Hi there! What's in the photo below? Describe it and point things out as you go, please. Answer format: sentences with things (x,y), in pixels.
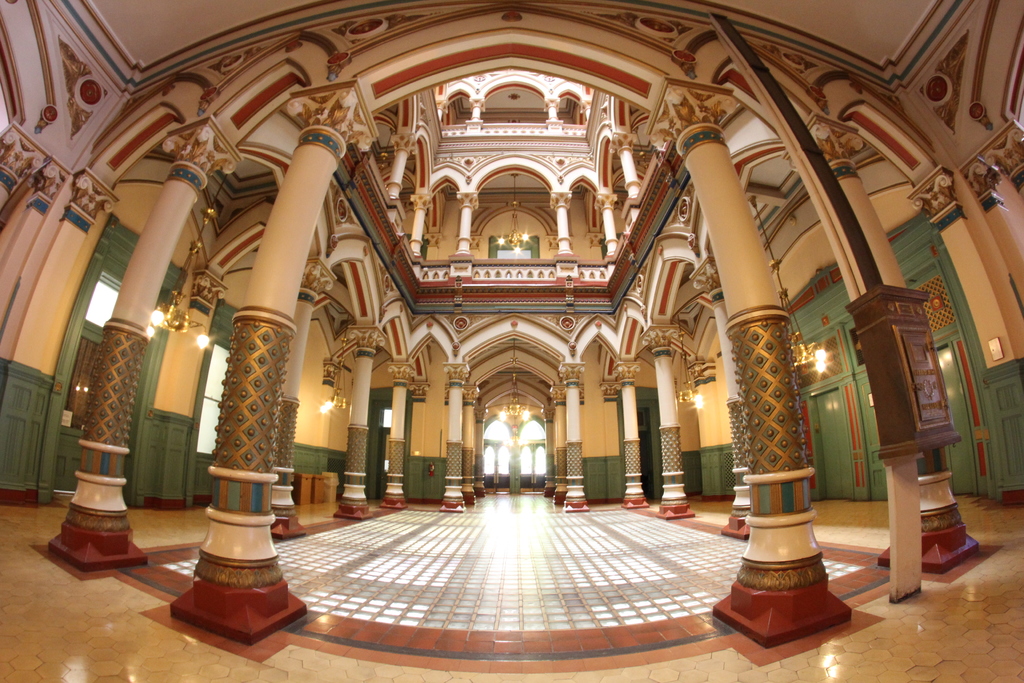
This picture is clicked inside the hall (302,373). In this picture, we see many pillars (765,445) in white color. On the right side (820,312), we see doors (817,455) in green color and the lights (803,335). On the left side (84,338), we see green color doors (73,444) and we even see the lights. At the top of the picture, we see the chandelier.
